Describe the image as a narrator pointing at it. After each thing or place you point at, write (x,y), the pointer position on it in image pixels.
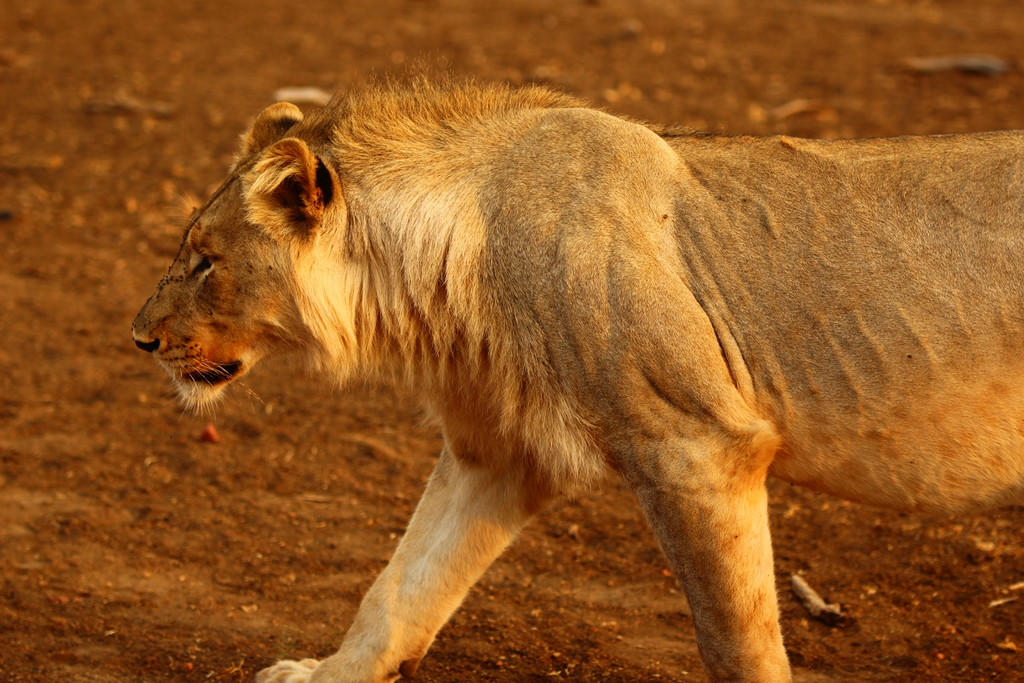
As we can see in the image there is an animal (525,270) and mud (72,463).
